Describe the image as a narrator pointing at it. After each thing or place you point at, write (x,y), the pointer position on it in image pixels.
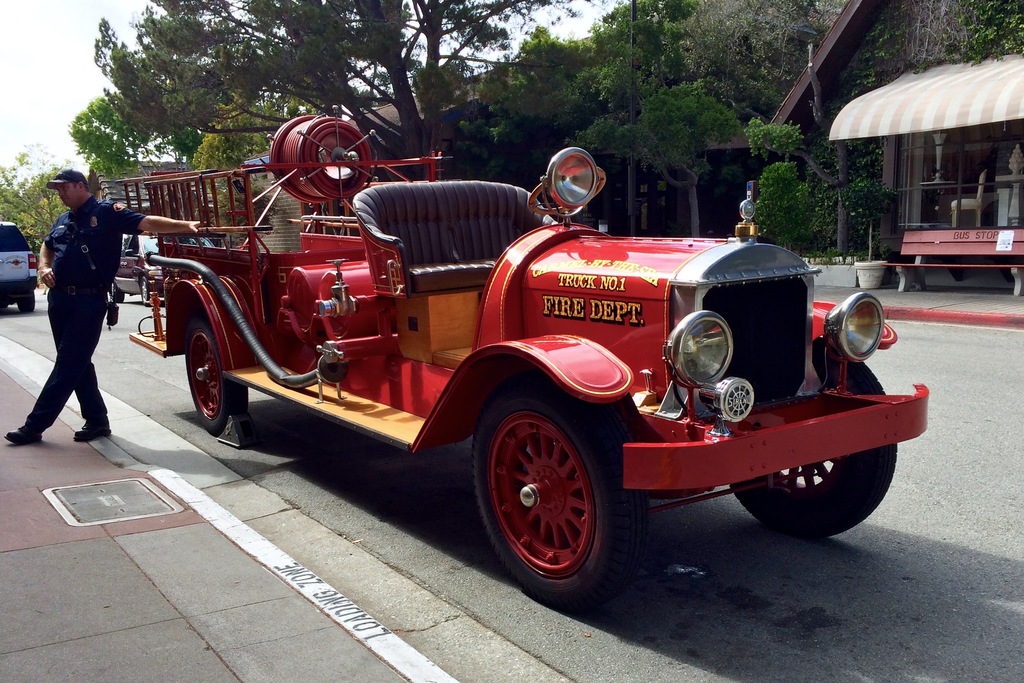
In this image, I can see a person (54,272) standing and there are vehicles (207,327) on the road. On the right side of the image (932,204), there is a house (965,143) with glass windows (937,225), flower pot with a plant (861,196) and I can see a bench (970,253). In the background (664,126), I can see buildings (659,185), trees (696,149) and there is the sky (70,65).
